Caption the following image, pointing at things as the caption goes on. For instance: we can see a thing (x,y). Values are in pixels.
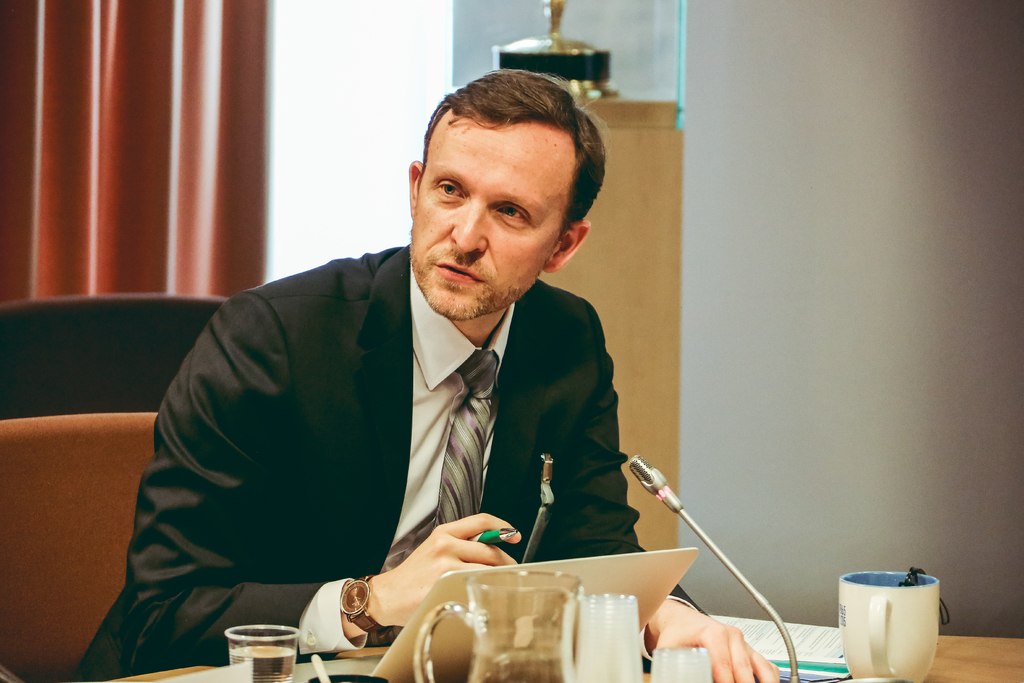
In this image, we can see a person (409,512) holding an object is sitting. We can see a table (216,670) with some objects (901,621) like a microphone (756,596), a device (665,563), some glasses (620,621). We can see the wall (819,366) and a wooden object (654,127). We can also see some curtains (238,12). We can also see some objects (869,677).
